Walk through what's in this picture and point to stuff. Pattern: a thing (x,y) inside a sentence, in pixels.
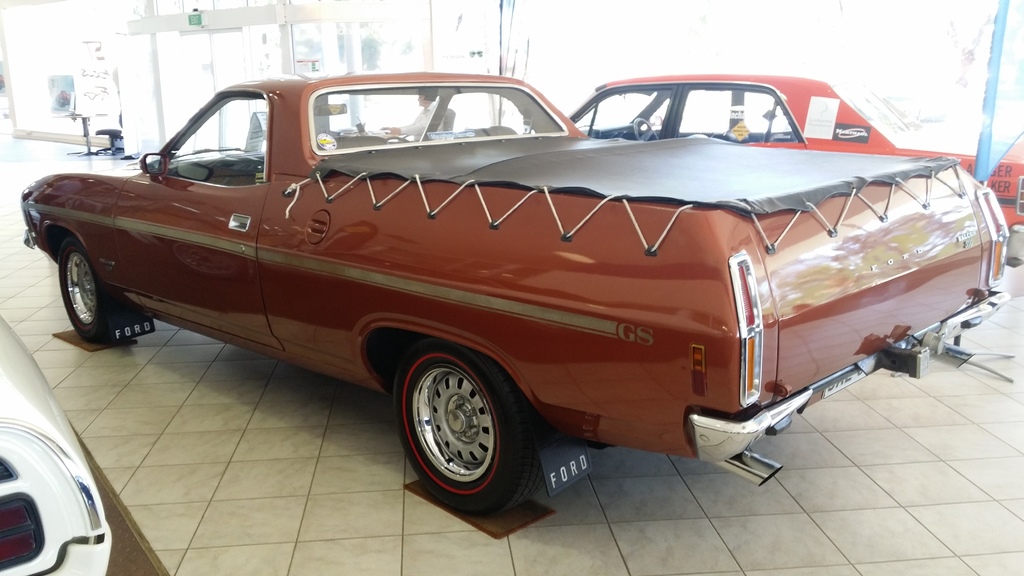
In the image in the center (648,280) we can see few vehicles (450,77). In the background (92,119) we can see tables (77,117), chairs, banners (97,55), sign boards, one person (426,115) sitting and few other objects (150,70).
